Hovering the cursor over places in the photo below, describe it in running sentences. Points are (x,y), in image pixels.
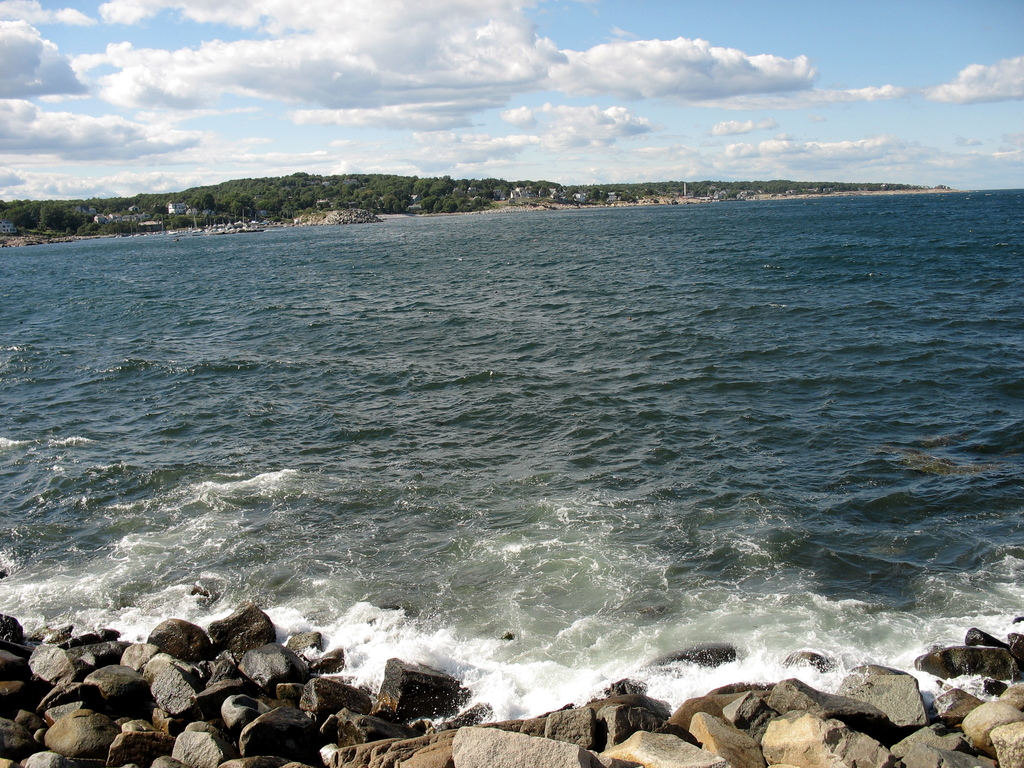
In this image I can see number of stones (650,758) on the bottom side (821,743) and in the centre of the image (590,310) I can see water (503,259). In the background (268,132) I can see number of trees (176,199), clouds (533,52), the sky (658,173) and I can also see few boats (225,231) on the water (264,270).
